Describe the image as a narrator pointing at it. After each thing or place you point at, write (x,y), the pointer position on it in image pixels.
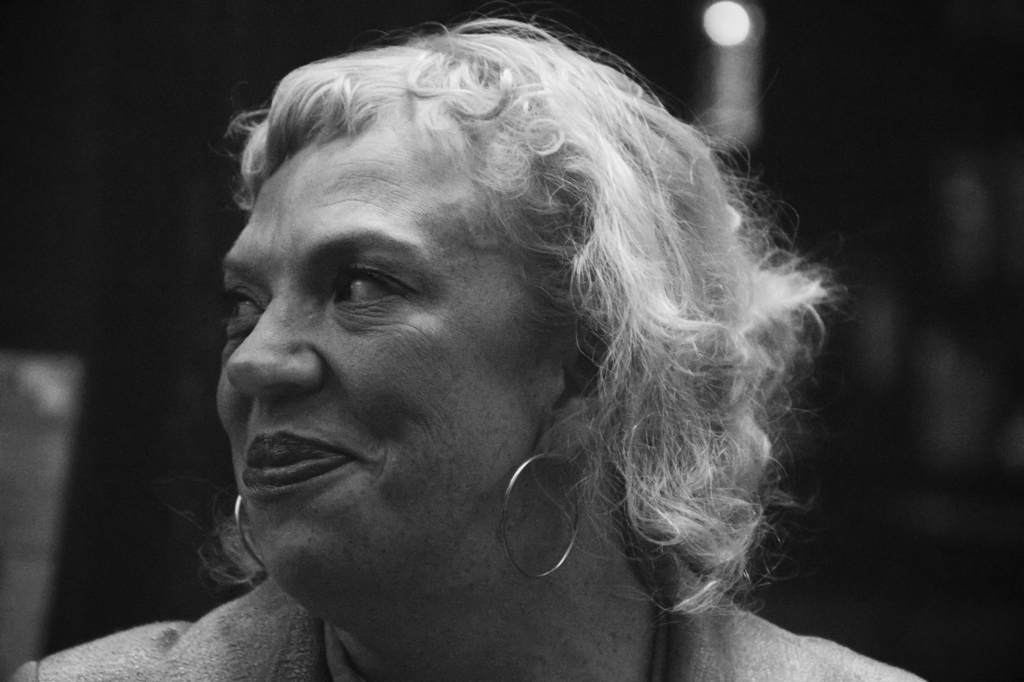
In this image I can see a woman (426,241) and two earrings (239,522). I can also see smile on her face (380,474) and I can see this image is black and white in colour.
